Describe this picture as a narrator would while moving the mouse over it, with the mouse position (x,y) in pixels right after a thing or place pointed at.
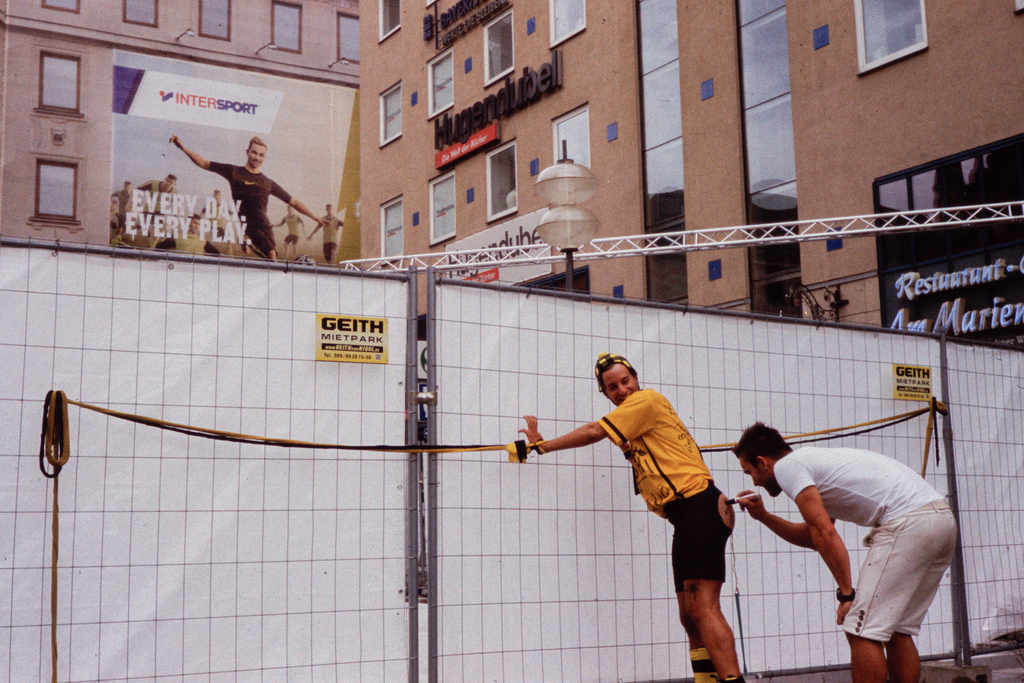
This picture is clicked outside. On the right (842,485), we can see a person (786,477) wearing white color T-shirt (827,471), standing and writing something on the back (662,423) of another person (659,435) who is wearing yellow, color T-shirt (654,414) and standing and we can see the ropes (123,419) and the metal rods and the white color objects (458,387) which seems to be the curtains (270,531) and we can see the text (336,342) and the pictures (243,208) of persons (289,214) on the banners (231,101), we can see a lamp post (541,188), building (861,130), text (481,125) attached to the wall (538,149) of a building (842,258) and we can see some other objects (938,171).
